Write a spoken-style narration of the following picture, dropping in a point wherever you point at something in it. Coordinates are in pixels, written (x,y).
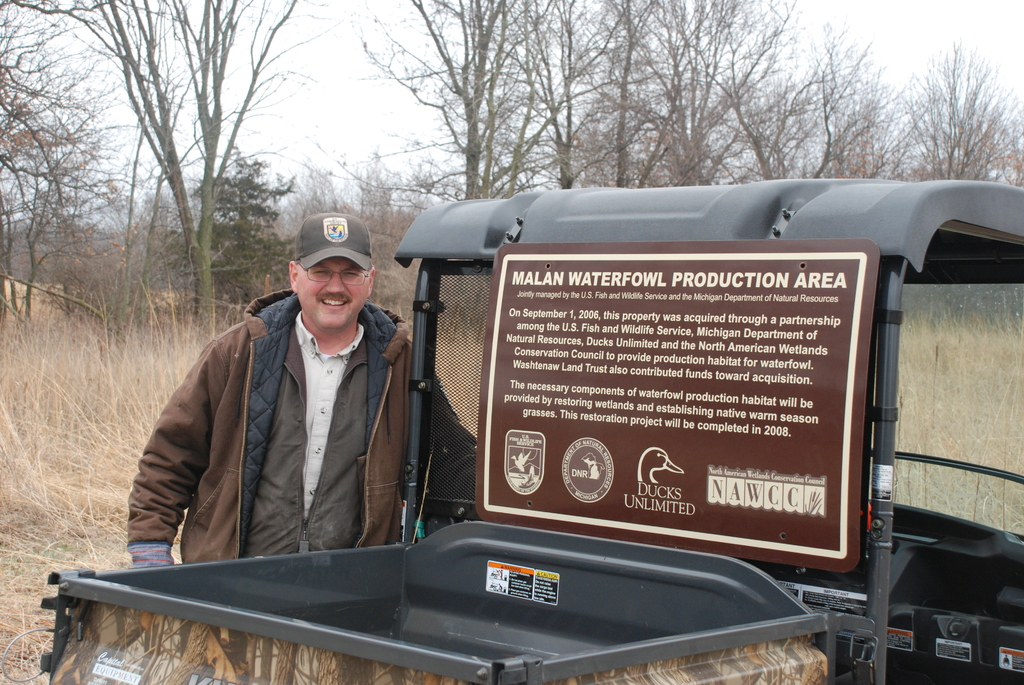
In this image we can see a person (310,385) who is standing side of the vehicle (869,572) and in the background (143,12) we can see a group of trees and grass (24,661).
